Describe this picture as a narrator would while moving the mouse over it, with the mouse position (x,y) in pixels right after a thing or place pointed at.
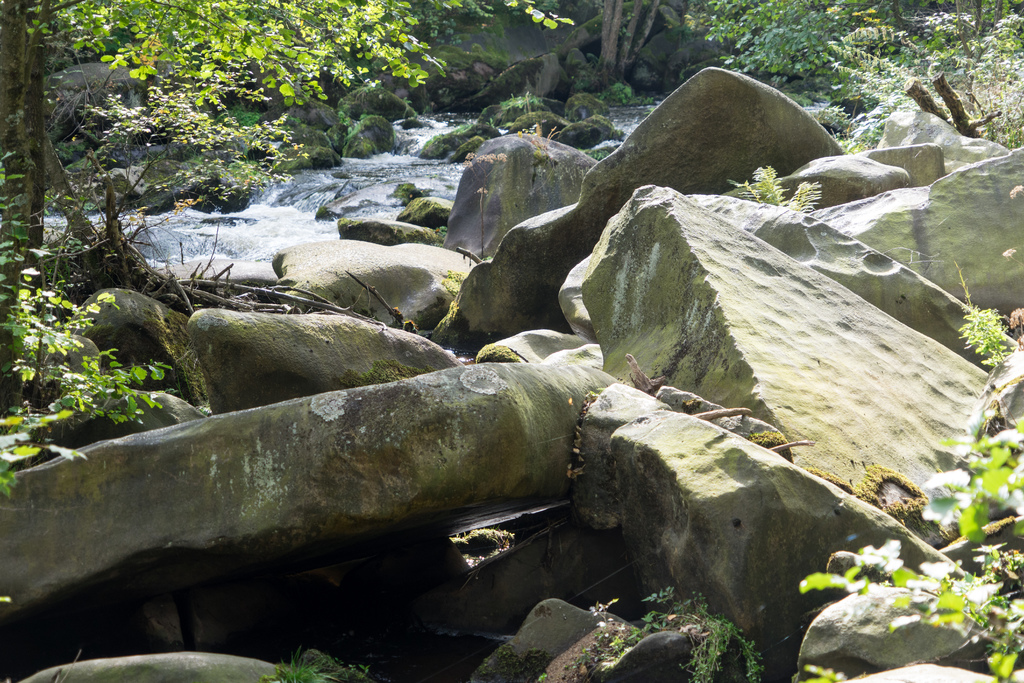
In this image we can see there are rocks (438,277) and trees (848,14). In the middle of the rocks (458,200) there are some water (336,187) and some algae (567,122) on the rocks (687,425).
